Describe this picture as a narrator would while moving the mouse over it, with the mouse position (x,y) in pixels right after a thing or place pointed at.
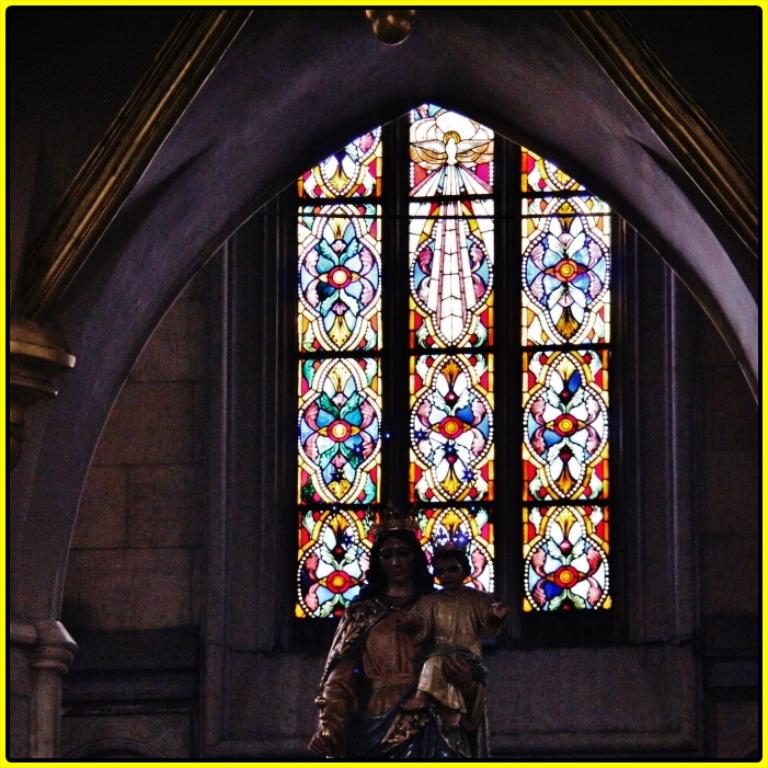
In the bottom of the image (352,606) we can see a statue (373,691). On the backside (168,585) we can see a wall (236,476) and a stained glass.
